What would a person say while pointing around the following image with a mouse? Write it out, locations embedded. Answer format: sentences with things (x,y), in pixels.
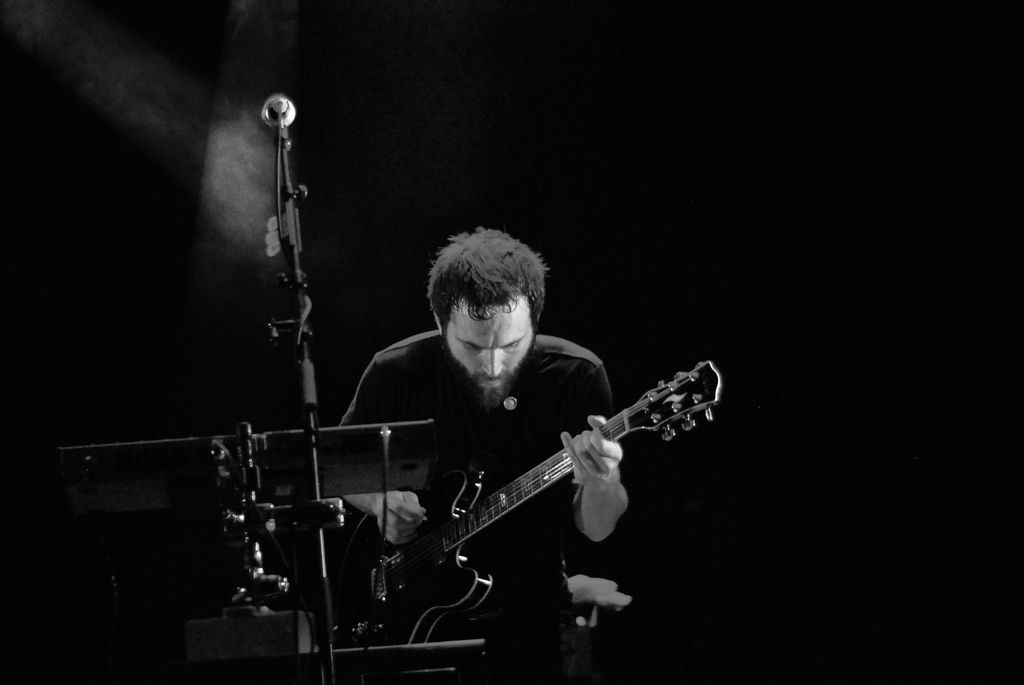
In this image, we can see human (486,550) is playing a guitar (457,530). In-front of him, we can see stand (324,525), wire (301,315) and microphone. Here we can see some item (245,494).
